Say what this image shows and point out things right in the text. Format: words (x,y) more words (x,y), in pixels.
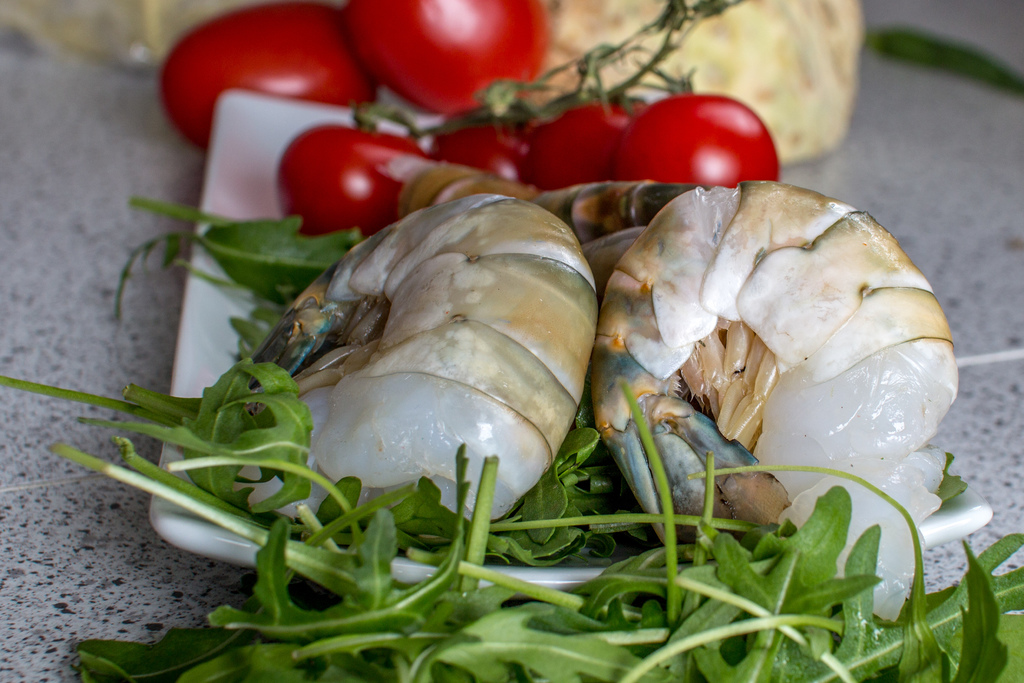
In this image we can see some food items (356,526) on a plate (230,558) and there are some food items (191,418) around it.
